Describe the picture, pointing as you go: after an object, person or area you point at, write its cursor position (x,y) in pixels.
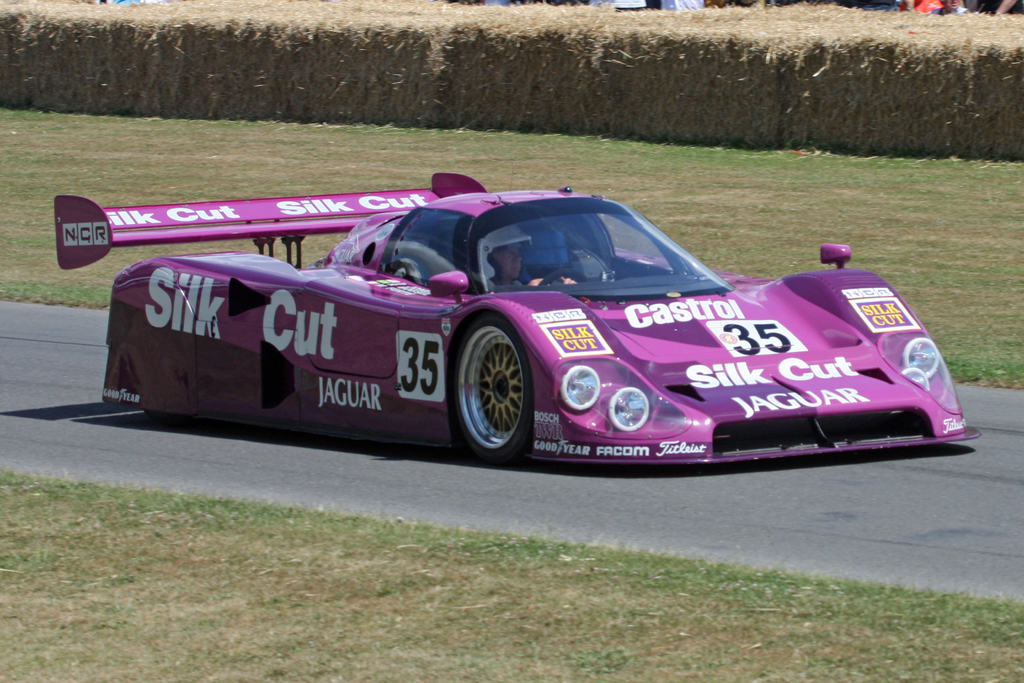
In this image we can see a person (506,280) driving a vehicle (378,329) on the road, on the vehicle (367,350) we can see some text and there are some plants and grass (685,198).
